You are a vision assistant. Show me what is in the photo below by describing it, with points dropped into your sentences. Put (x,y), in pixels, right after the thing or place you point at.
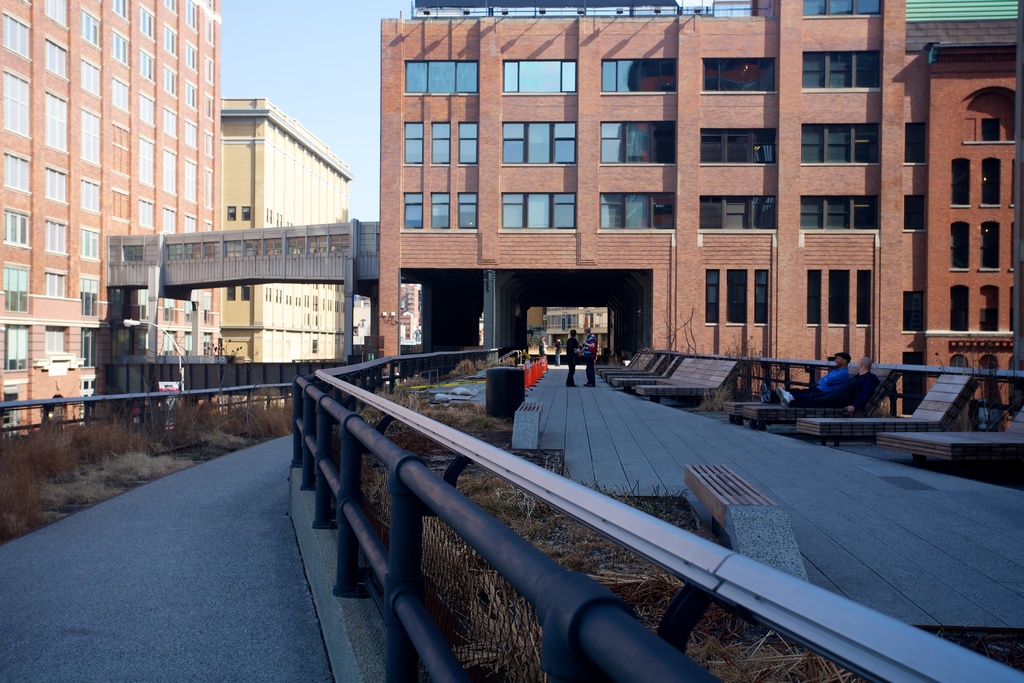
In this image I can see two persons (569,346) standing and two other persons (840,403) are lying on the wooden benches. Background (295,75) I can see few buildings (69,102) in cream and brown color and sky (327,107) is in blue color.
